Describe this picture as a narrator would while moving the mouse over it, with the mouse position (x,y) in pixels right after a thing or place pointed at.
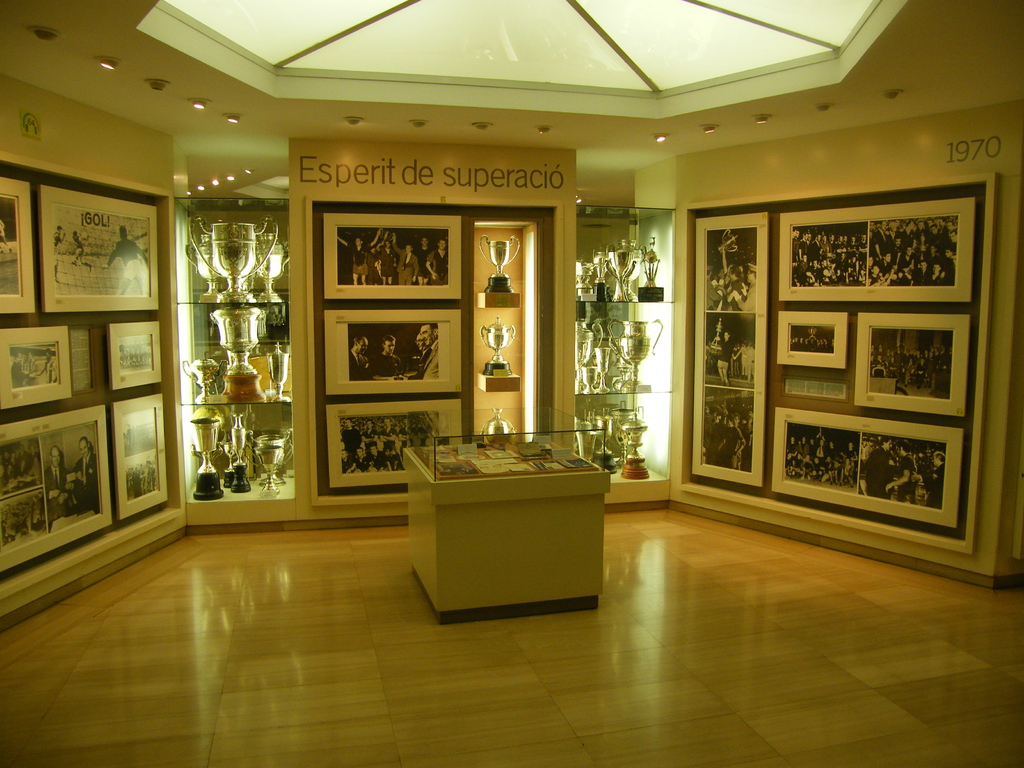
In this we can see some metals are kept on the right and left side and some photo frames (845,494) are pasted over here and there are some lights (575,69) on the top of the image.
